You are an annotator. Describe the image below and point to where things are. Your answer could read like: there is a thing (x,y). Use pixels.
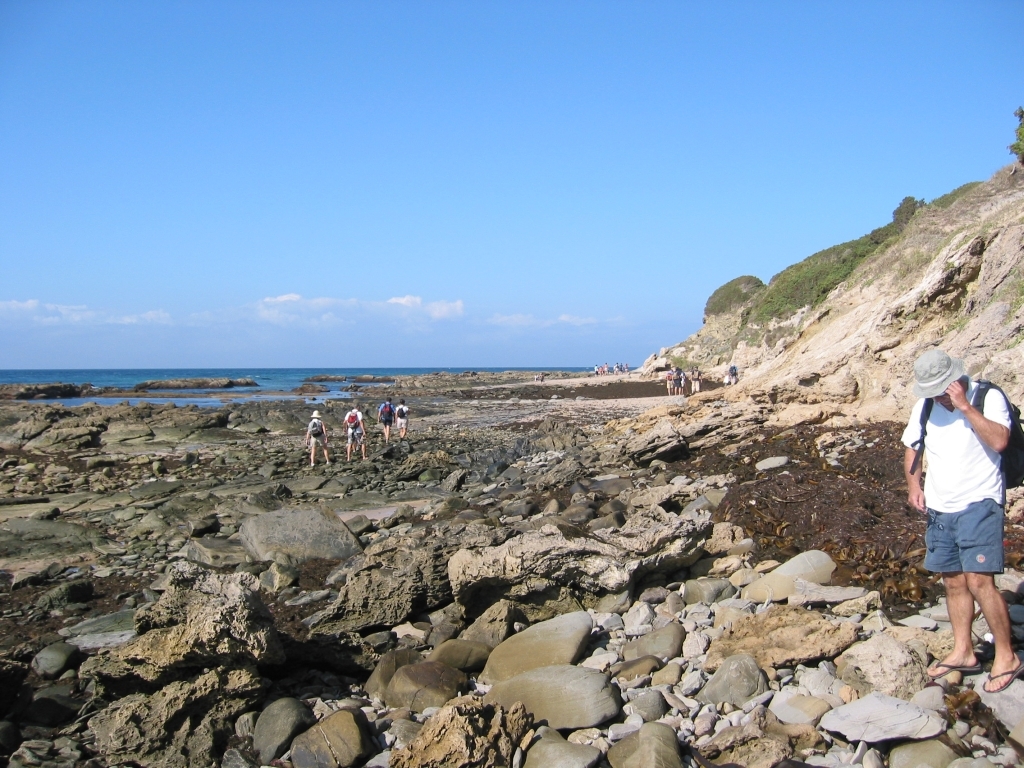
In this image we can see persons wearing backpacks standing on the stones (710,617), hills (889,286), water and sky (478,186) with clouds (288,298).
